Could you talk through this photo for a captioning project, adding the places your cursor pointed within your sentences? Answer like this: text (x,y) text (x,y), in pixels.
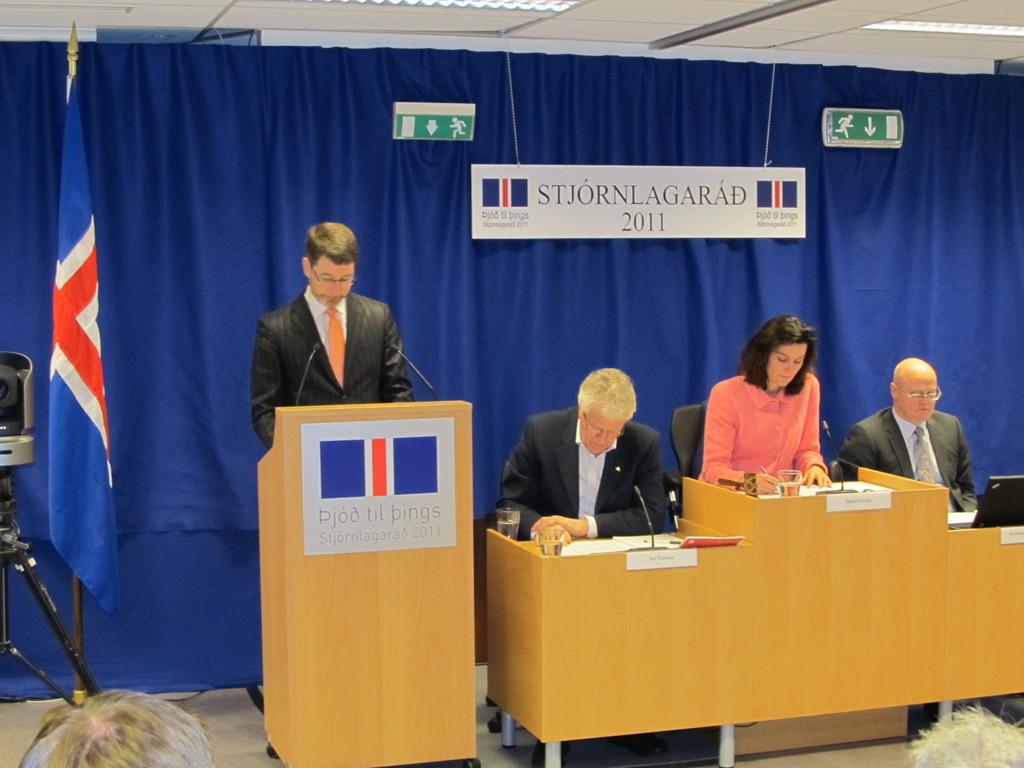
In this picture we can see the group of men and women (750,369) sitting in the front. Beside there is a man (338,403) standing and giving a speech at the wooden speech desk (385,465). Behind there is a blue curtain (686,269) and flag (85,333).
